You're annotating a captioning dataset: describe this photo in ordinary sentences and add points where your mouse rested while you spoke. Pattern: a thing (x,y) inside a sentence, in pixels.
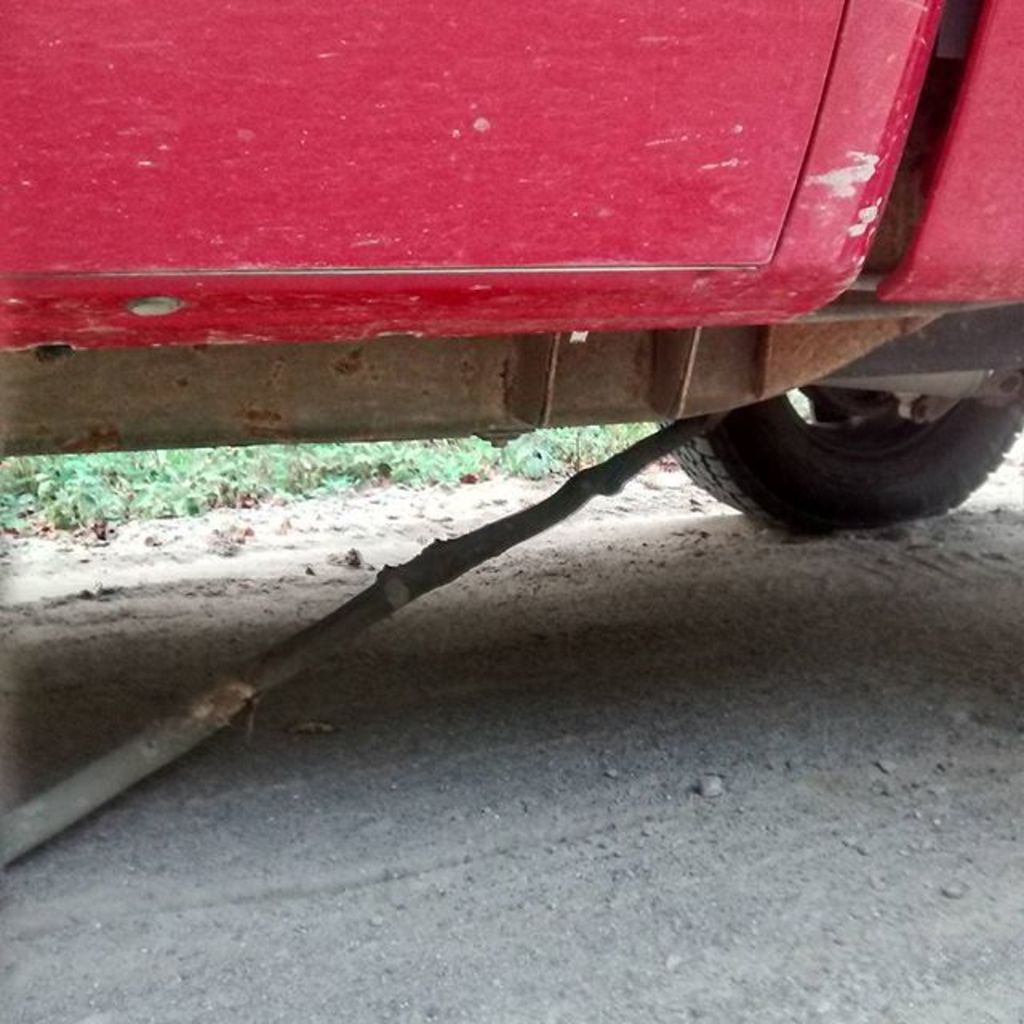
In this image we can see a vehicle (589,275) with a stick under it which is placed on the ground (701,868). We can also see some grass (258,482).
